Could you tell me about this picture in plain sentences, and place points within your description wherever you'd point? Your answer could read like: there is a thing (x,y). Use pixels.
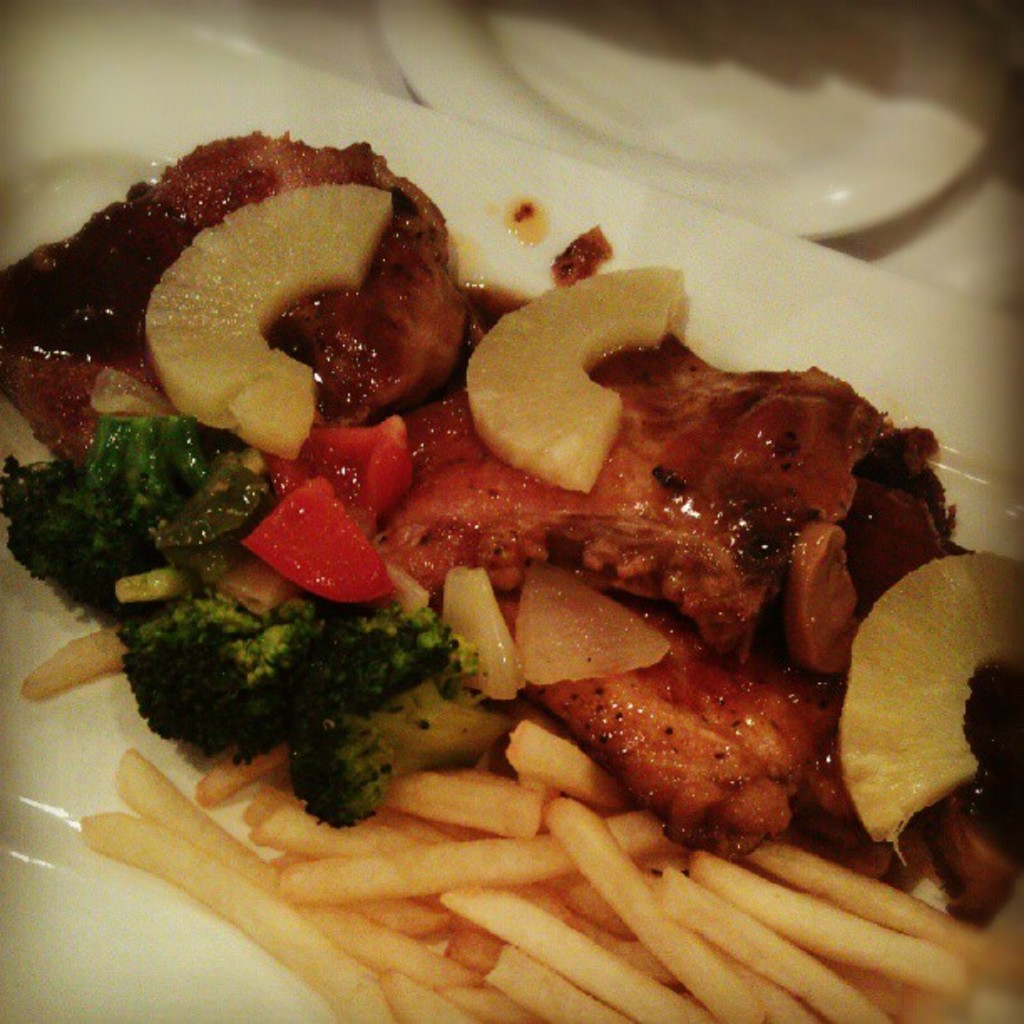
This image consists of food (600,532). In which there are french fries (504,931), broccoli (324,693), and flesh (704,569) are kept on a plate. The plate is in white color. At the top (845,161), there is another plate (889,112).
